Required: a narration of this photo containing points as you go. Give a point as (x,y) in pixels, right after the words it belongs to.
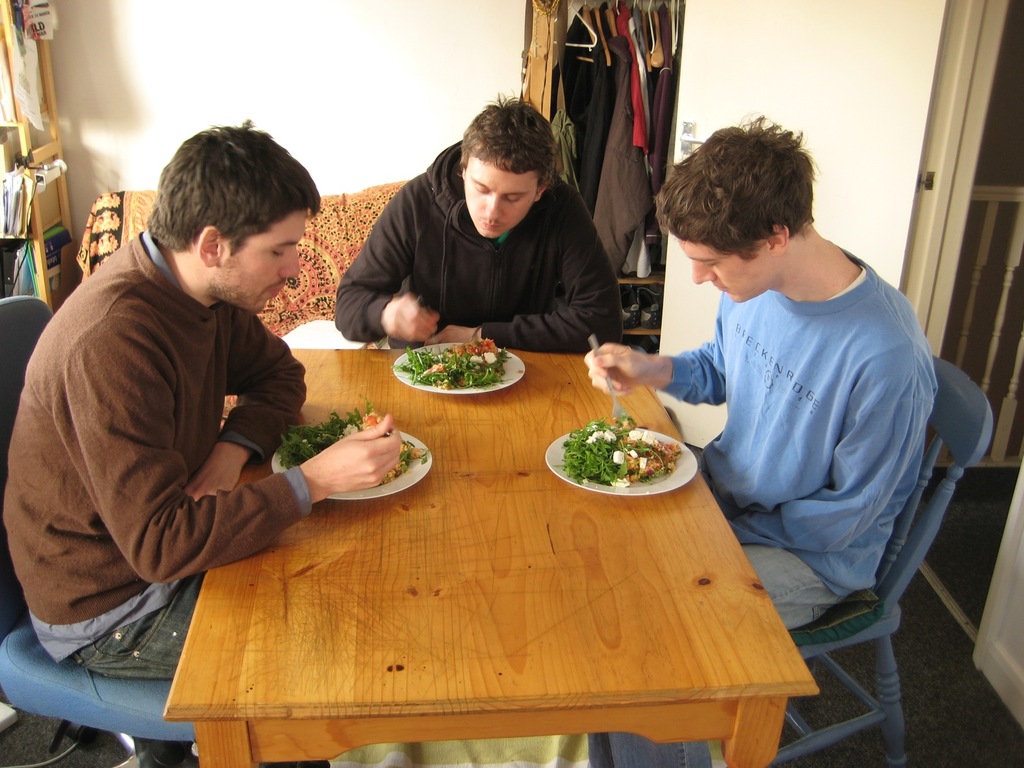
This picture shows three men (72,455) seated on the chairs (920,541) and we see three plates (690,465) and food (439,371) in it on the table (342,547).
